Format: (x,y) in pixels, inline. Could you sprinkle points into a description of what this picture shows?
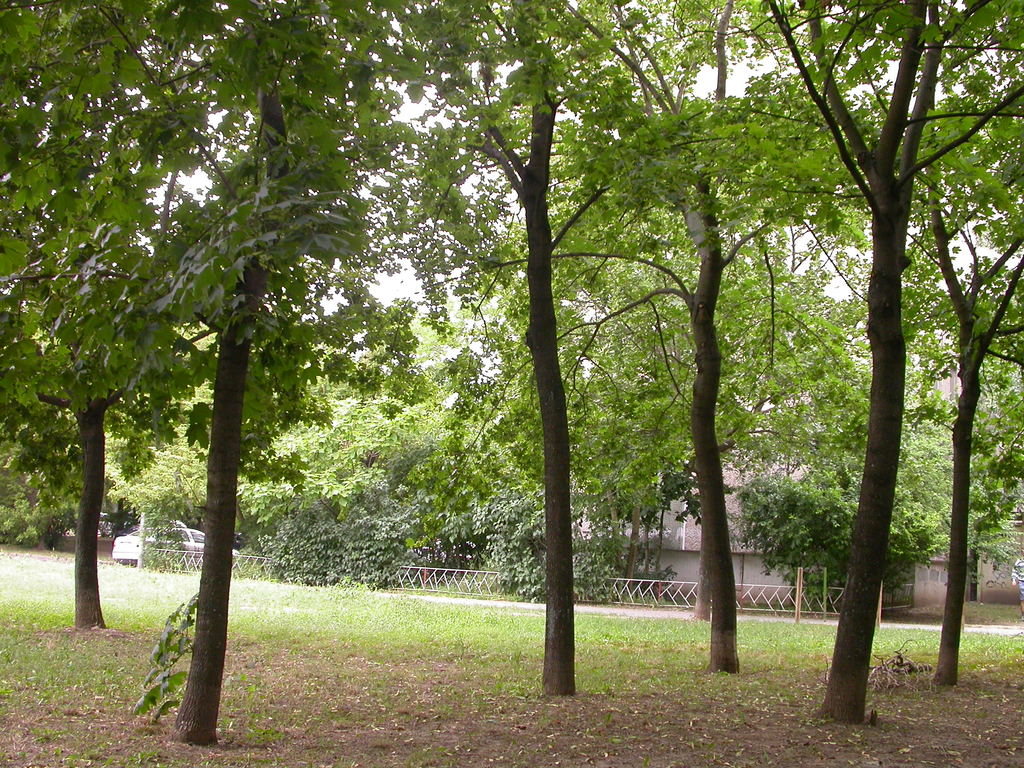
This image is taken outdoors. At the bottom of the image (339,706) there is a ground (109,659) with grass (278,642) on it and there are a few trees (510,378). In the background (681,487) there is a house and there are many trees (528,474) and plants (428,539). A car (204,536) is parked on the ground (125,570).
